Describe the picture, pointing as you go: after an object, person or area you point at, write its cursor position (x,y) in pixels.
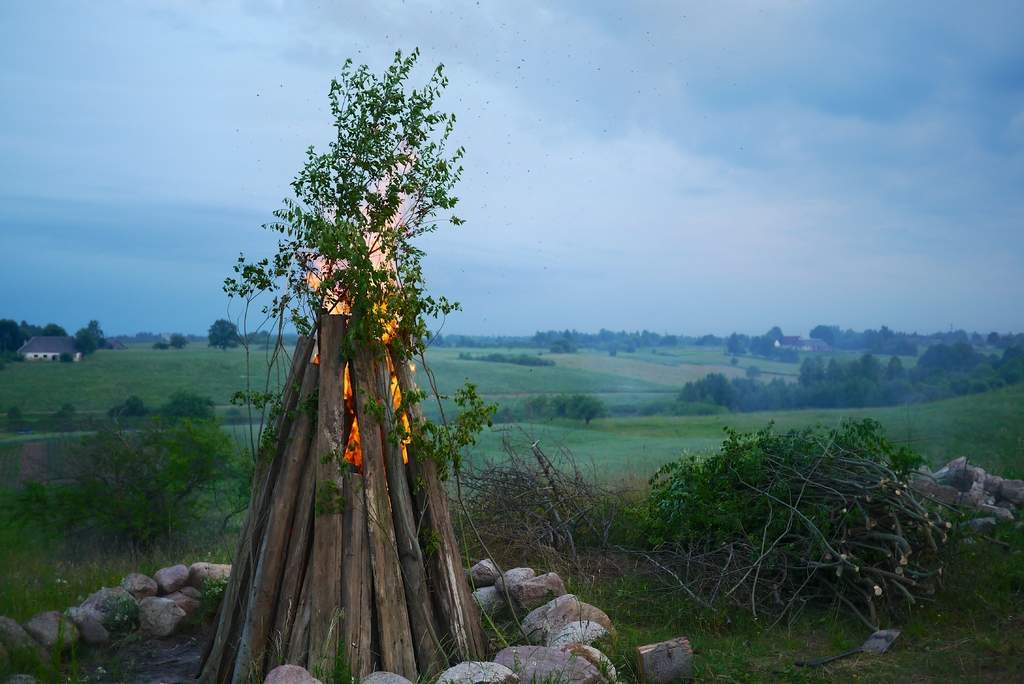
In this image I can see few wooden logs (395,481) and I can see the fire (336,310) on it, background (766,321) I can see the trees (784,388) in green color and the sky (530,49) is in blue and white color.
